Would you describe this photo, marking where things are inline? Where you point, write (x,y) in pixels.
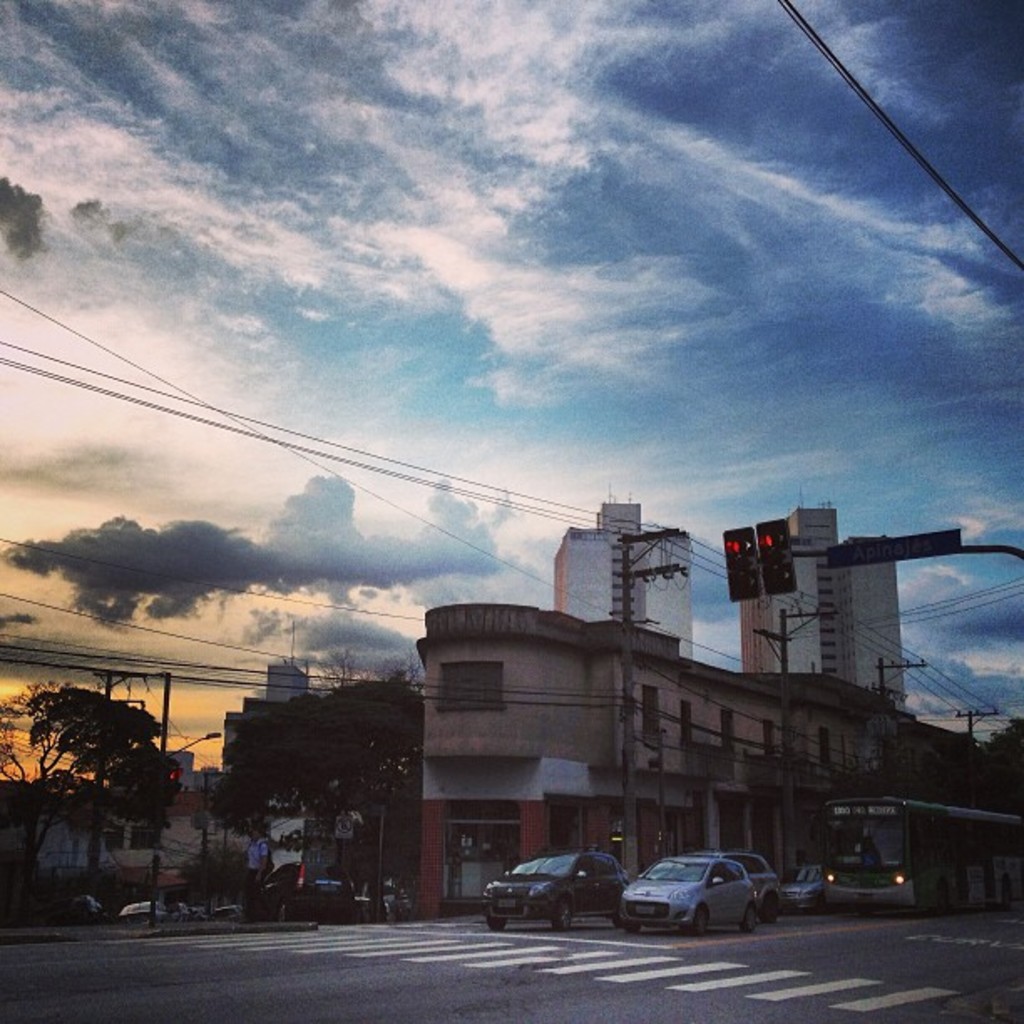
This picture shows few buildings (447,765) and couple of trees (151,761) and we see vehicles (676,893) on the road (825,970) and we see traffic signal lights (793,577) to the pole (809,551) and a blue cloudy sky (538,385) and we see few electrical poles (982,714).
